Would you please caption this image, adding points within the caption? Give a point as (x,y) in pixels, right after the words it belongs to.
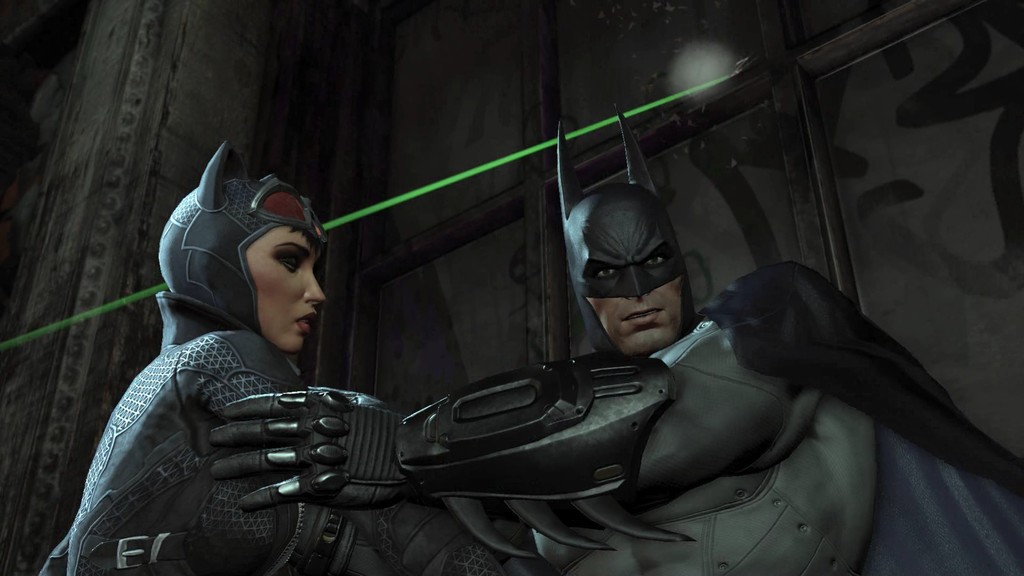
Here we can see animated people (353,540). Background (409,173) there is a wall (402,116).
